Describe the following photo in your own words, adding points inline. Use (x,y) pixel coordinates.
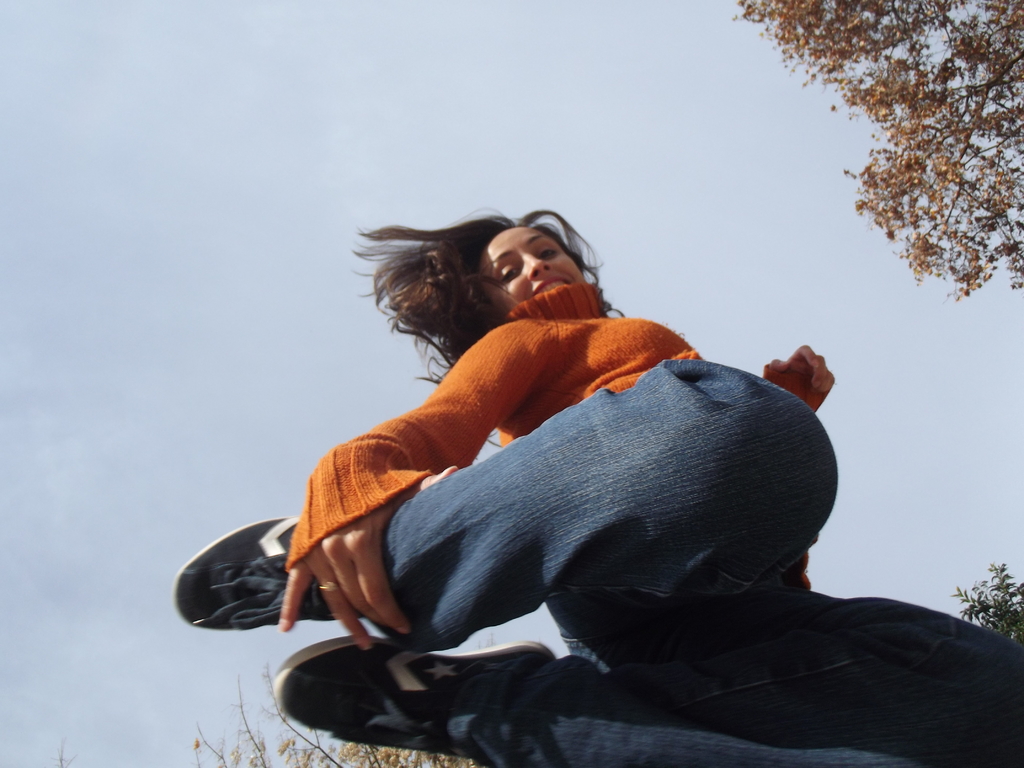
In this image I can see a woman (531,371) wearing orange t shirt (559,363), blue jeans (584,496) and black shoe (238,573) and in the background (988,128) I can see few trees (903,60) and the sky (424,159).
